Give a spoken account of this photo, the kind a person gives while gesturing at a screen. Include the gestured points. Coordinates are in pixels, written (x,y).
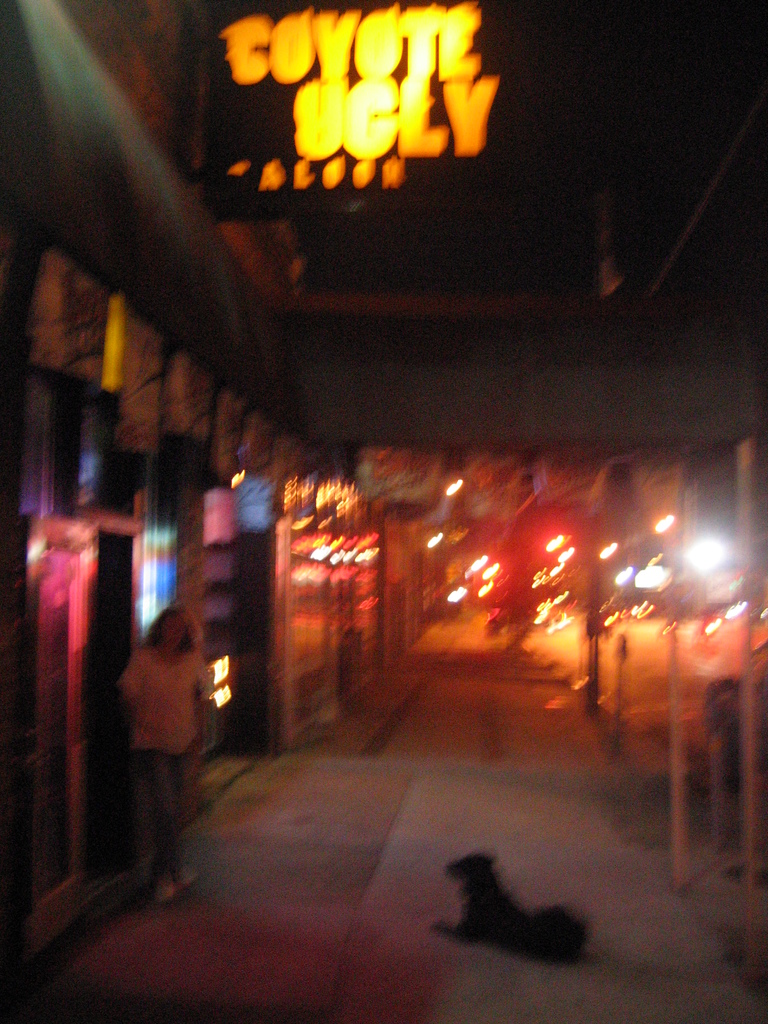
The image is taken on the road (614,706). In the center of the image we can see a dog (478,908) lying on the sidewalk (382,960). On the left (171,874) there is a lady (187,808) standing. In the background (249,493) we can see buildings (291,551), boards (382,162) and poles (622,661).
